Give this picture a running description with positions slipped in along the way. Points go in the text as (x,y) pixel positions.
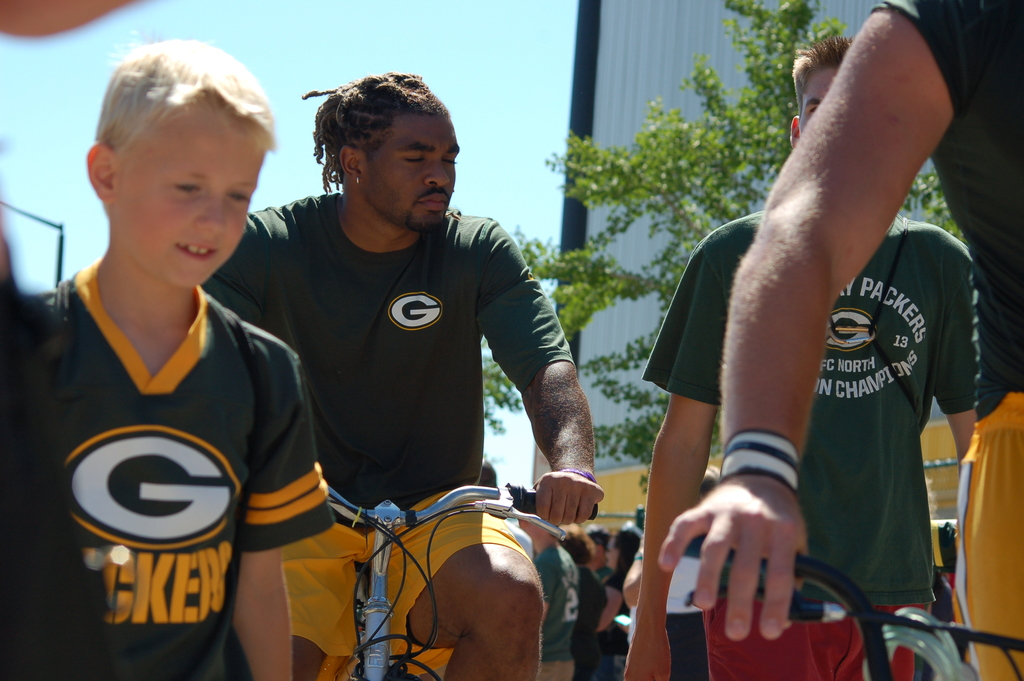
In this image in front (320,291) there is a person (463,551) cycling. Beside him there are two people (675,440). Behind him there are a few other people (587,571). On the right side of the image (986,547) there is a person (979,570) holding the cycle (888,637). In the background of the image (581,291) there are trees (784,131). There is a metal wall (654,41) and there is sky (428,23).
